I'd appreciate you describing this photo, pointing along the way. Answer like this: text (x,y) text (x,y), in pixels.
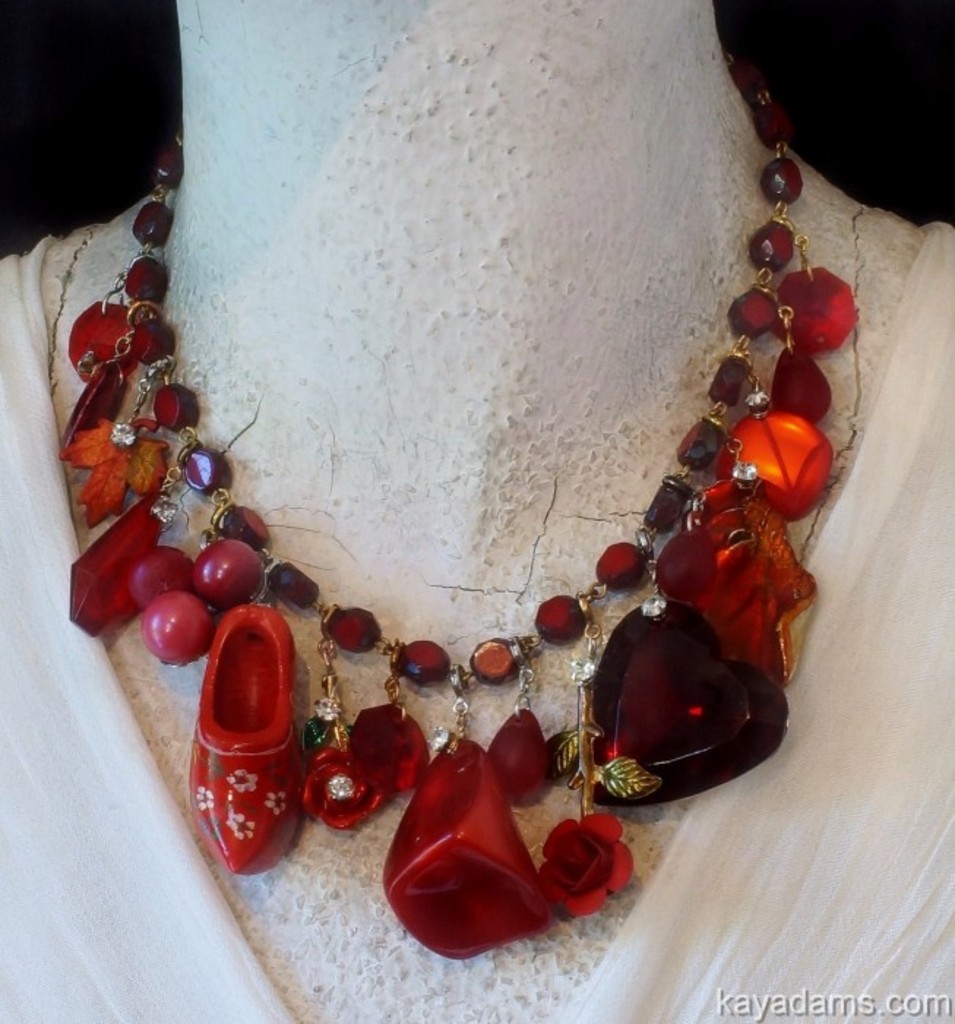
In this picture there is a red color necklace (600,587) to a mannequin (306,677) and there is white color cloth (845,875) in the bottom right (845,875) and left side of the image (50,768).
